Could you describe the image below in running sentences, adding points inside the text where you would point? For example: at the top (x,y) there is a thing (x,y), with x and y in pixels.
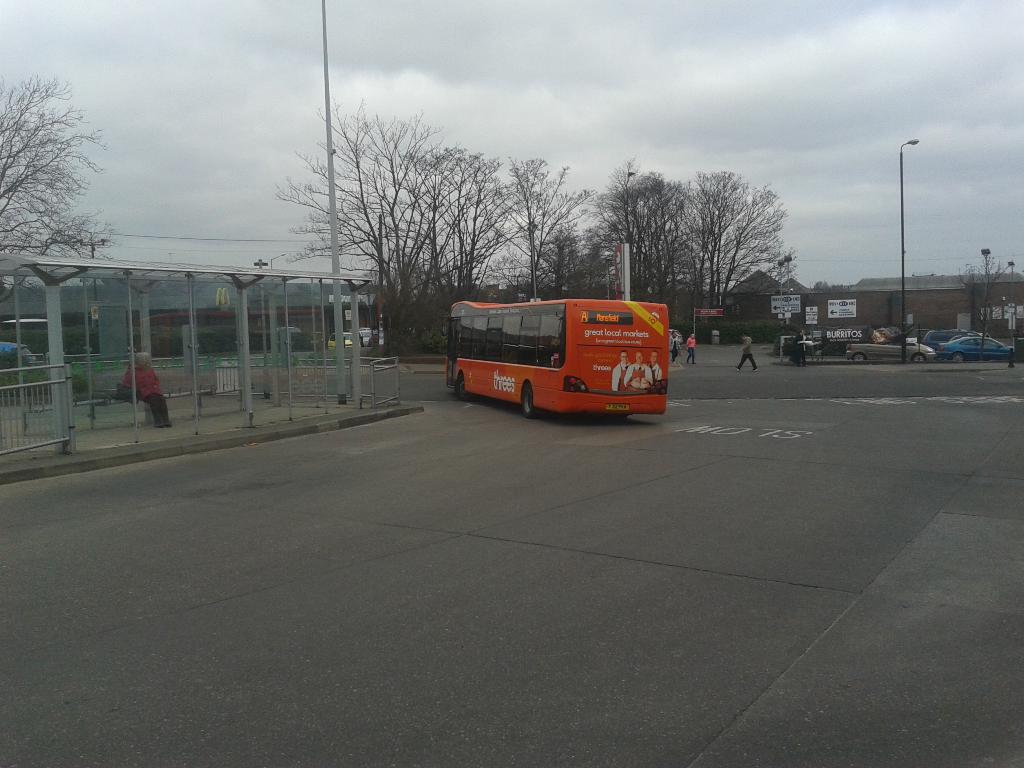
This picture is clicked outside the city. In the middle of the picture (554,392), we see an orange bus (637,400) is moving on the road (681,372). On the left side (43,426), we see the road railing (55,403) and we see a woman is sitting on the bench (91,403). It might be a bus stop (170,297). Beside that, we see the poles (355,331). On the right side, we see the cars (981,355) are parked in the car park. We see the people (689,351) are walking on the road (741,377). There are trees (691,262), buildings (940,328) and street lights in the background (671,264). We even see the boards (808,317) in red and white color with some text (715,313) written on it. At the bottom (568,568), we see the road (473,583). At the top (388,35), we see the sky (429,66).
